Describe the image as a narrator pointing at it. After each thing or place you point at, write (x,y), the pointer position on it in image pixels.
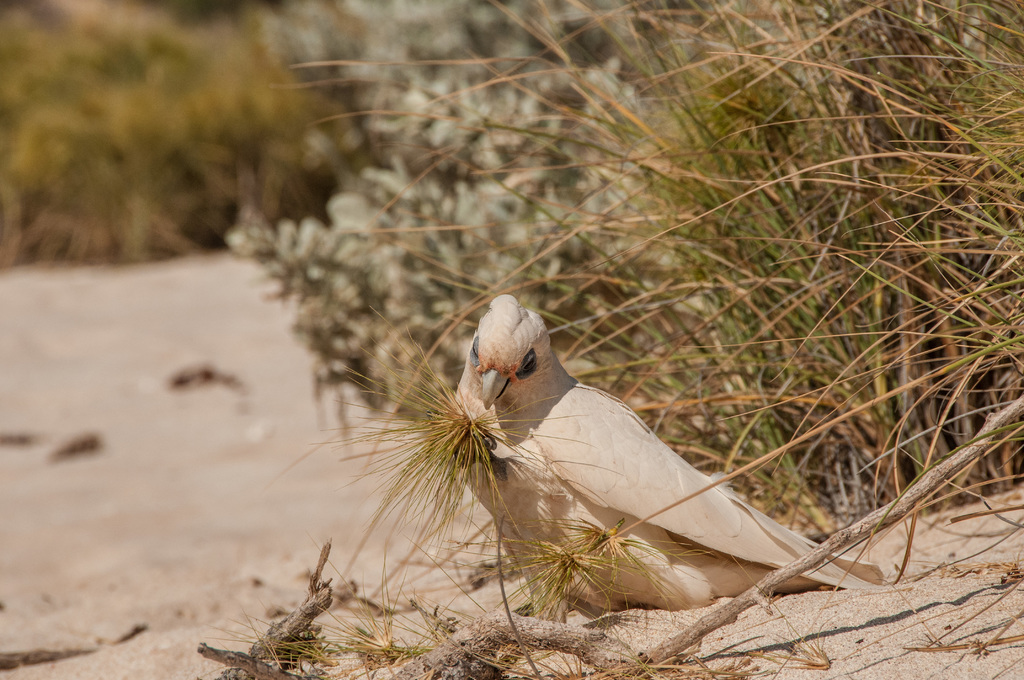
In this image I can see a bird (526,488) sitting on the sand (270,510). The bird (594,464) is in cream and white color. In the back (451,168) I can see many trees (352,197) and it is blurry.
